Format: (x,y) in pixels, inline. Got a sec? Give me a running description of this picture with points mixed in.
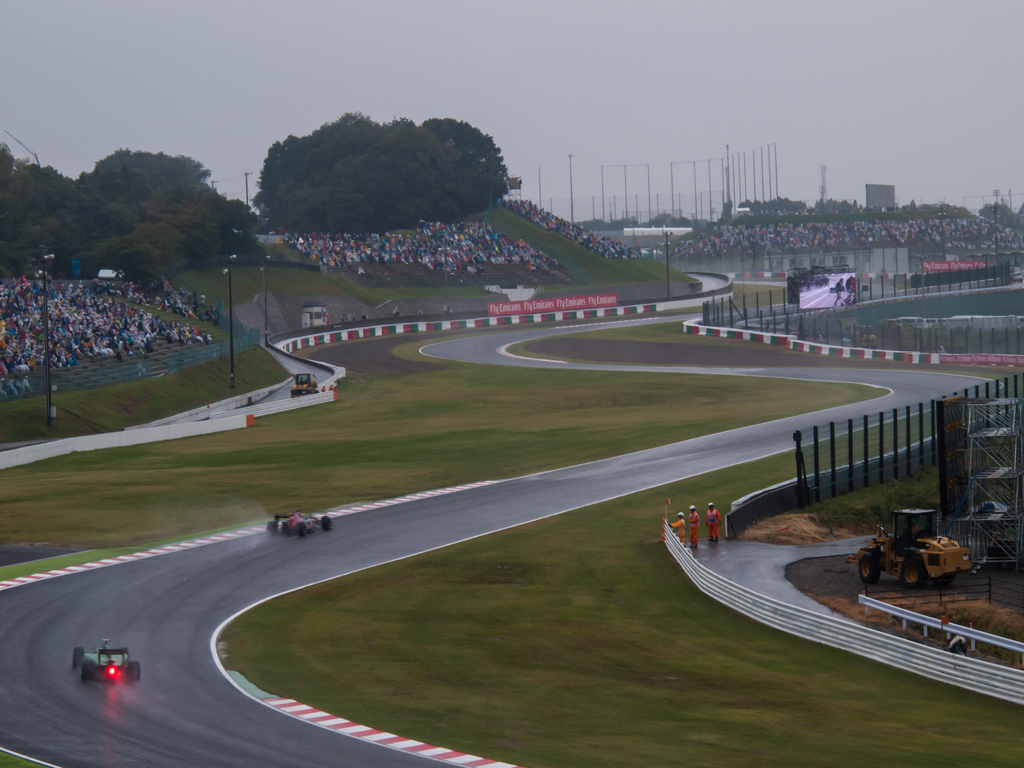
This is a picture taken during f1 race. In the foreground (309,594) there are f1 cars (109,654), grass (271,632) and road (224,557), people (679,521), wheel loader (869,550) railing (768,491), fencing (811,473) and other objects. In the center of the picture (432,352) there are trees (177,169), audience (150,348), railing (130,436), grass (655,374), track (895,376) and many other objects (604,304). Sky (184,116) is cloudy.
